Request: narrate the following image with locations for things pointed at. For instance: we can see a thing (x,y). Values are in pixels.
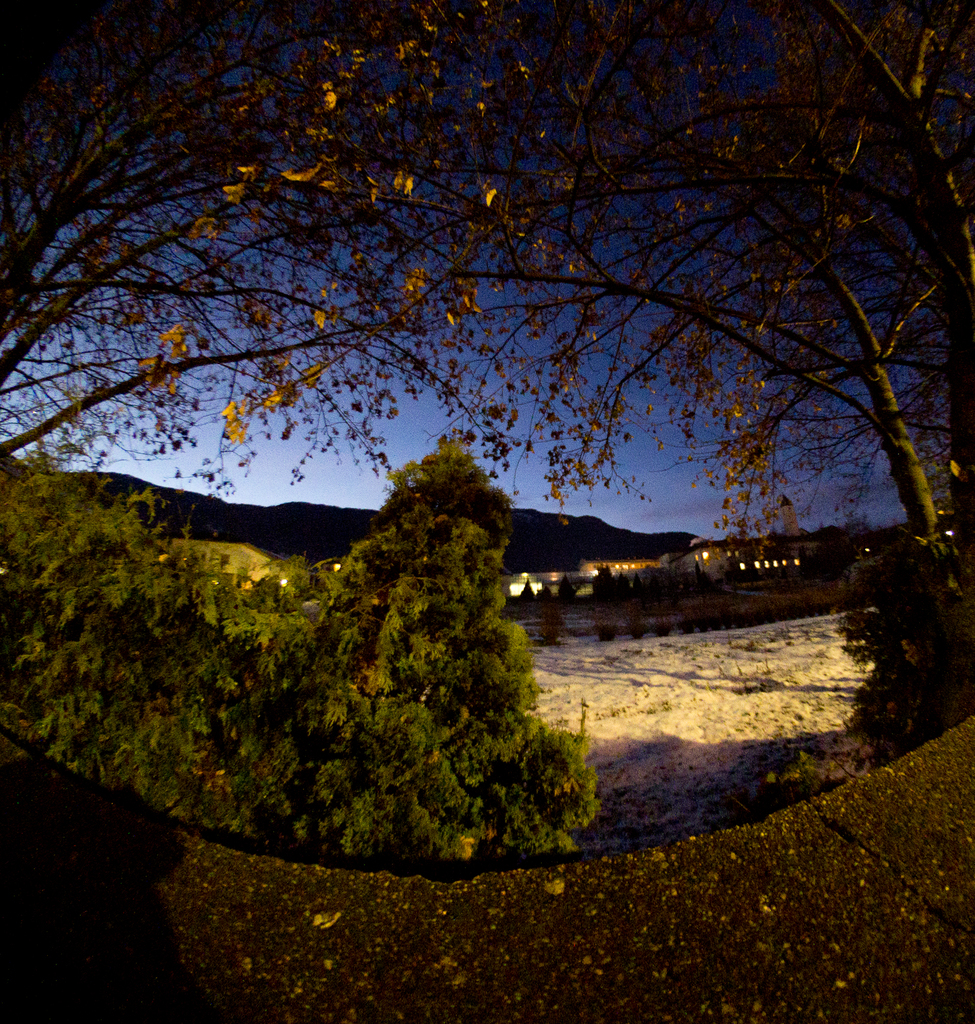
In this picture we can see plant (867,560) and trees (879,416). In the background (798,552) we can see lights (705,553), building (645,562) and mountains (514,565). Here we can see sky (638,501) and clouds (645,511).
